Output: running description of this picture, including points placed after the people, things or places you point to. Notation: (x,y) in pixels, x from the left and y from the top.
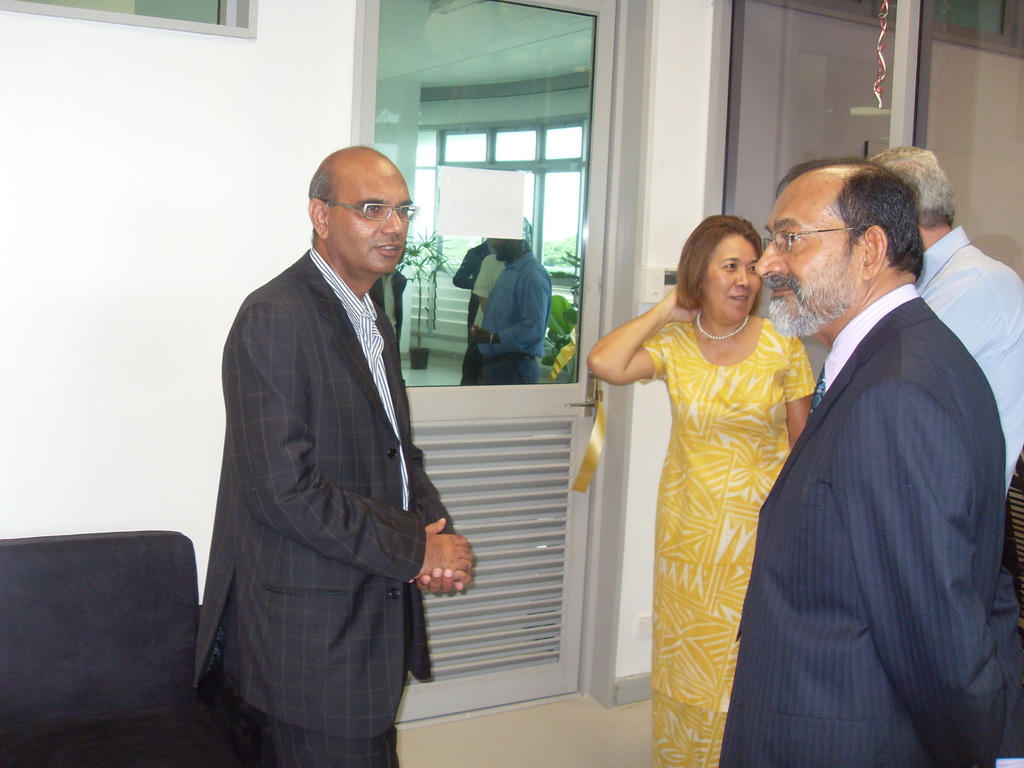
In this image I can see few people (381,318) are standing. I can see most of them are wearing formal dress (995,485) and here I can see two of them are wearing specs (364,206). In the background (506,57) I can see door (471,51) and here I can see reflection (502,288) of plants (426,338) and of few people (496,266).
